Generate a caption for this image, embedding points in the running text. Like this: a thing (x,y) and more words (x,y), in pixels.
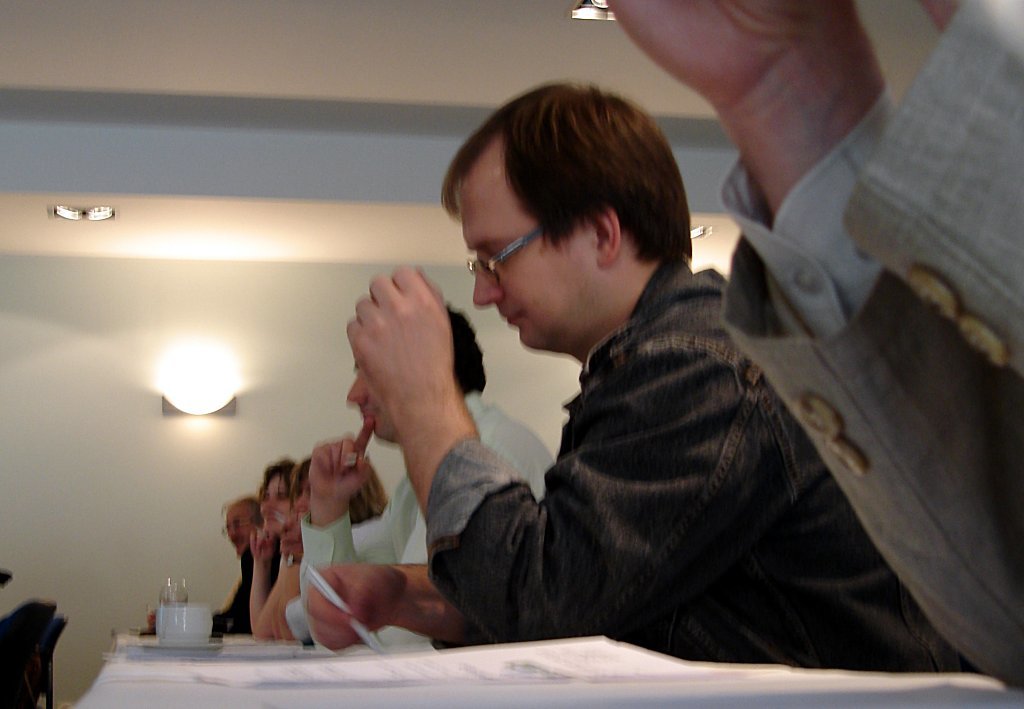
In this image I can see a person (717,497) wearing black colored shirt (735,480) is sitting in front of a desk (226,664) and I can see number of persons (318,527) sitting beside him. On the desk (251,700) I can see few papers (473,682) and few other objects (211,625). In the background (155,518) I can see the wall (91,467), the light (197,348) and the ceiling (446,57).
